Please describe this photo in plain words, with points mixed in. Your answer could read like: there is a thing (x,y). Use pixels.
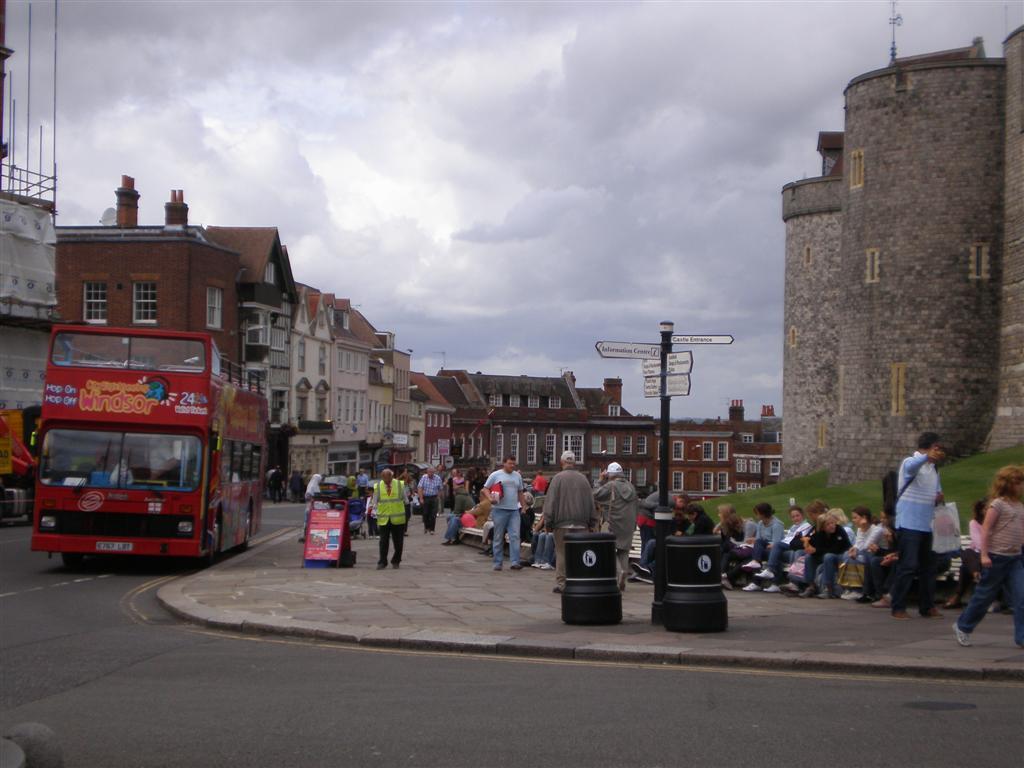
In this image we can see some buildings (812,416), a group of houses (670,458) with roof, a bus (195,556) on the road (424,691), some containers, boards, grass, some metal poles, a signboard (679,365) and a group of people (762,525) on the footpath (625,649). On the backside (696,228) we can see the sky (696,228) which looks cloudy.
